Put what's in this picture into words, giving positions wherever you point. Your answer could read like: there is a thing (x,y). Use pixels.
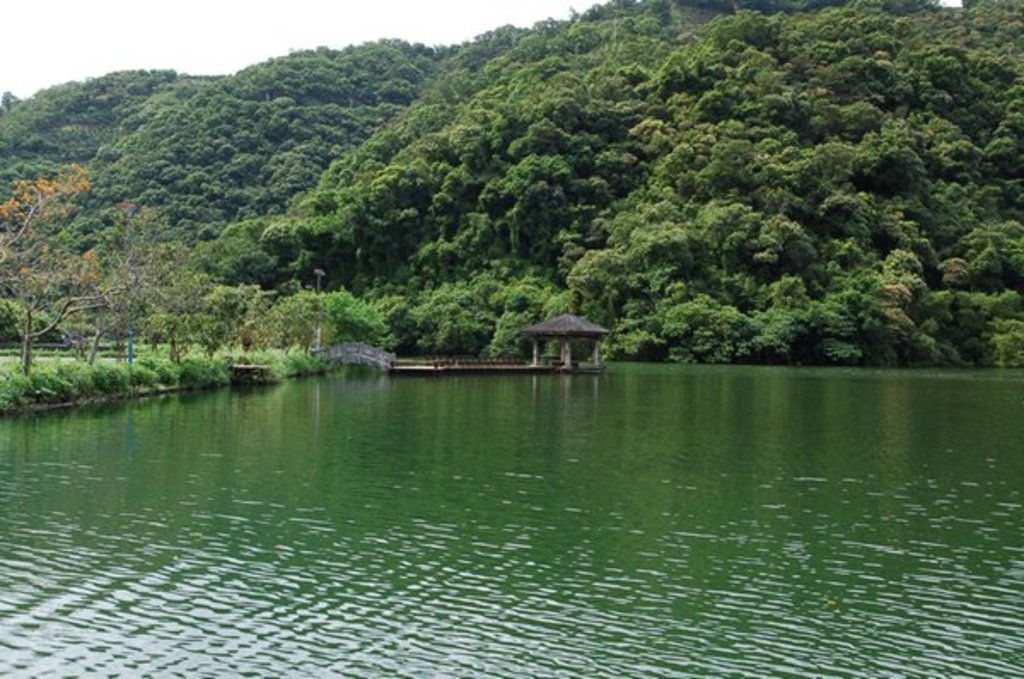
In this image there is water (510,477) and we can see a shed (548,322). There are trees (375,248). In the background (342,144) there are hills (523,128) and sky (247,24).
